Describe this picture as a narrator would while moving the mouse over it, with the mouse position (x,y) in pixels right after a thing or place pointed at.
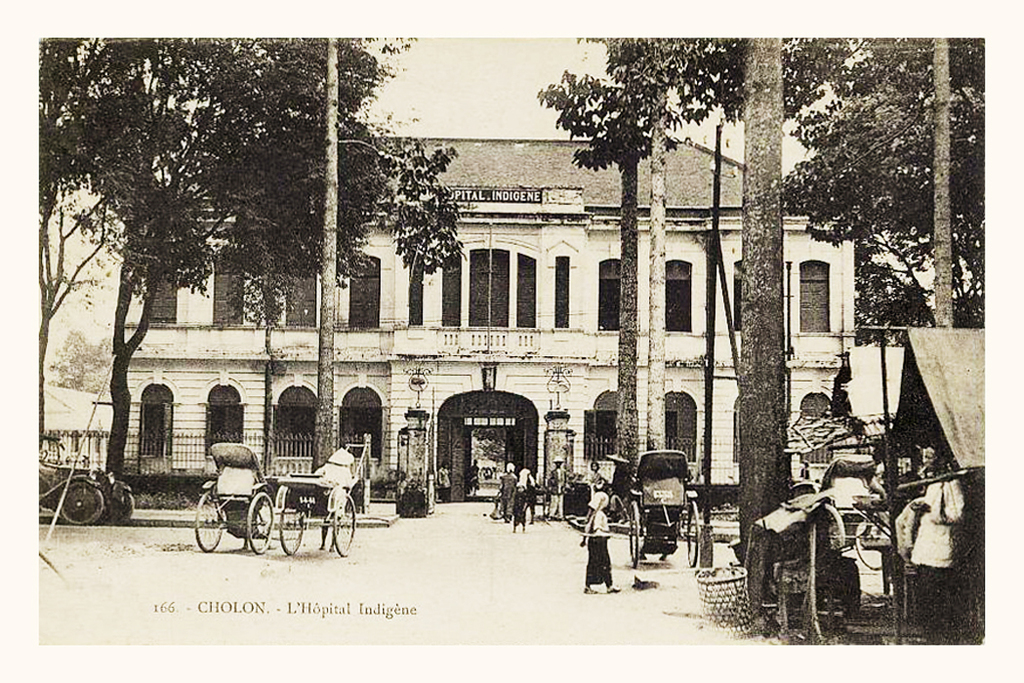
This is a old picture, in the picture I can see the building (602,347) and persons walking on the road (366,642) and I can see a tent (901,420) on the right side (904,355) and the sky (739,111), poles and trees (731,101) and vehicles (250,505).
